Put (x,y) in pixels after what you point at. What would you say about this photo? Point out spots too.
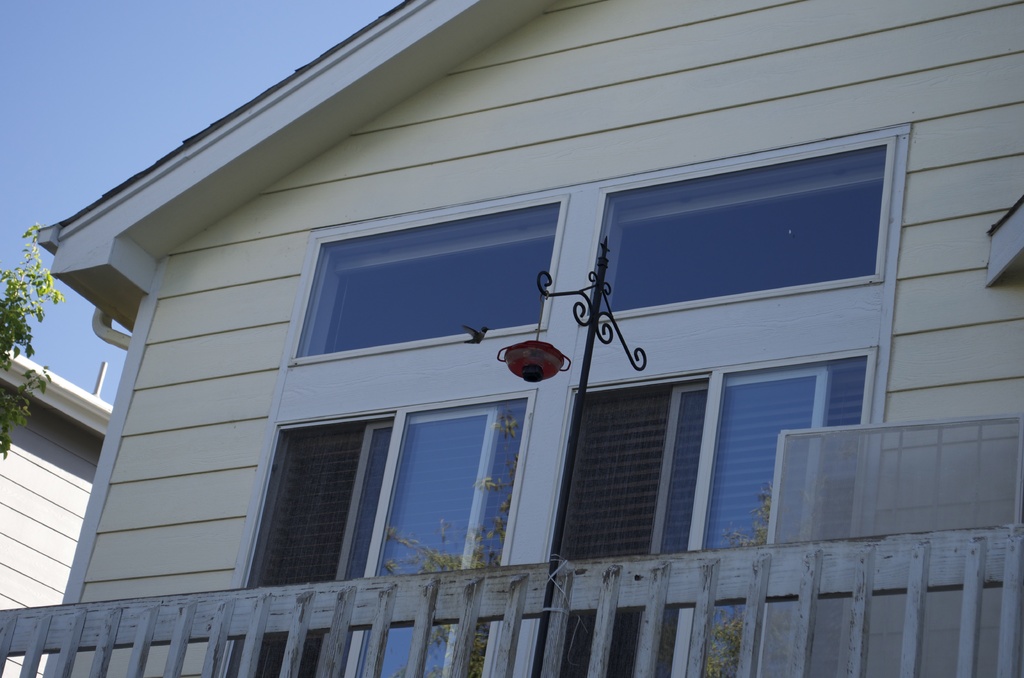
In this image I can see a building (682,236) with glass windows (717,247) and mesh (605,494) covering the windows (728,467). I can see a feeder pole (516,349) and a bird (474,333) near the pole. I can see a wooden fencing (33,634) at the bottom of the image (973,590) I can see a tree (26,314) on the left hand side (30,390). In the left top corner (24,108) I can see the sky (142,112).
